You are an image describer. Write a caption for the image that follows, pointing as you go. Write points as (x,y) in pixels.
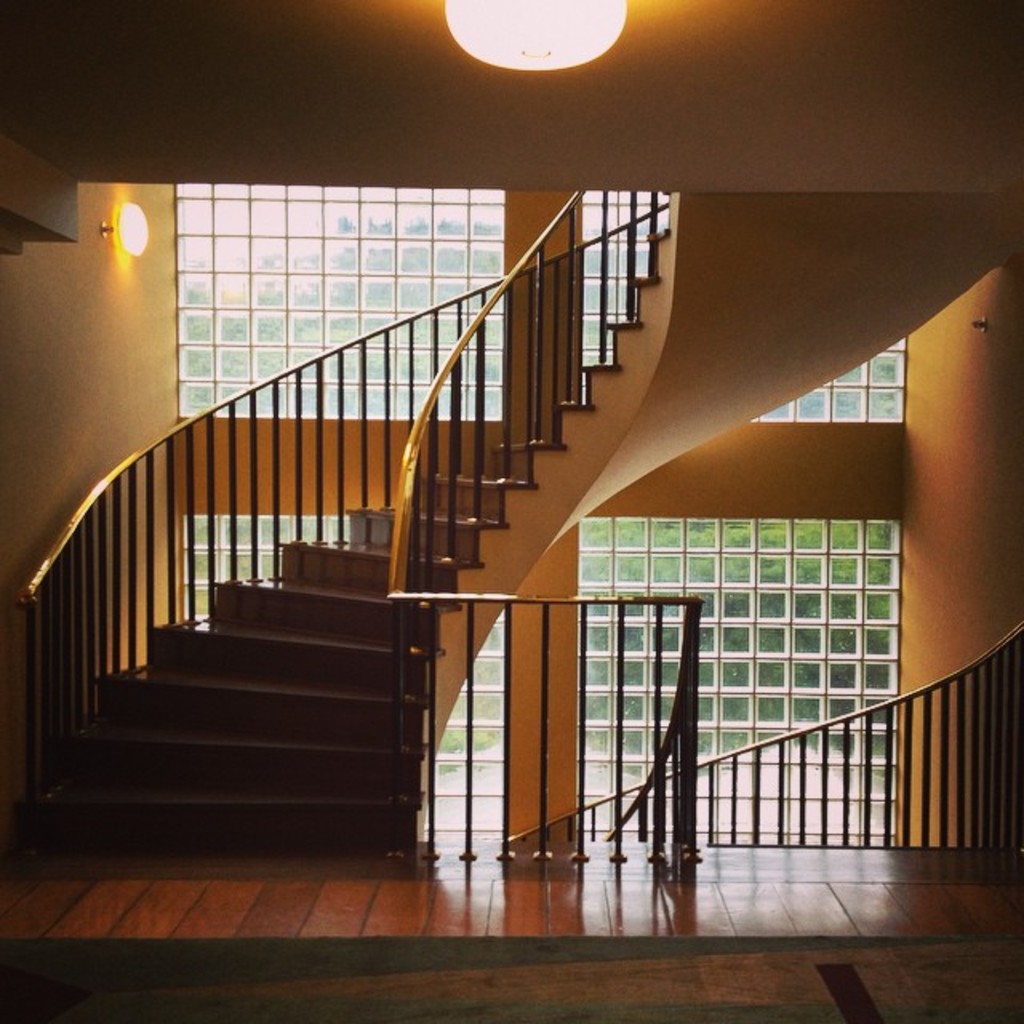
In this picture I can see the inside view of a building (484,178) and I see the floor (360,857) in front (340,892) and I see the steps (347,834) and the railings (411,540) in middle of this picture (407,501) and I see the lights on the wall (96,267) and in the background (300,234) I see the windows (689,561).
